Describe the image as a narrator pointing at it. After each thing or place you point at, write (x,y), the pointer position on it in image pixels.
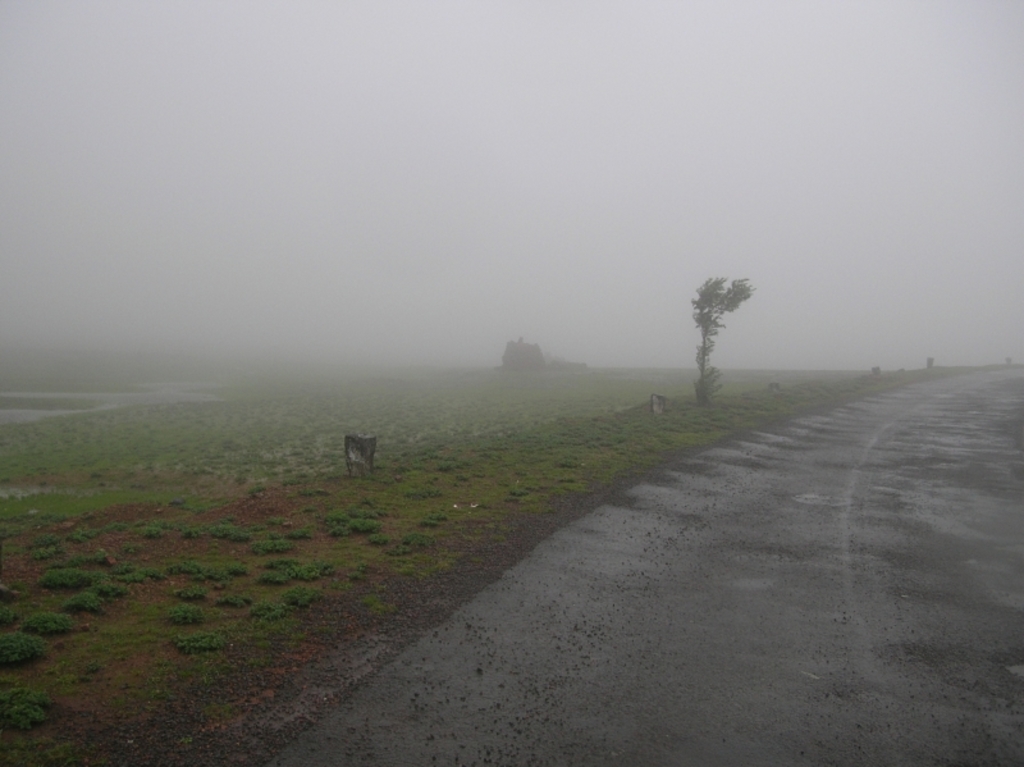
In this picture I can see green grass (320,517). I can see the road (673,473). I can see clouds (650,313) in the sky (513,189).
